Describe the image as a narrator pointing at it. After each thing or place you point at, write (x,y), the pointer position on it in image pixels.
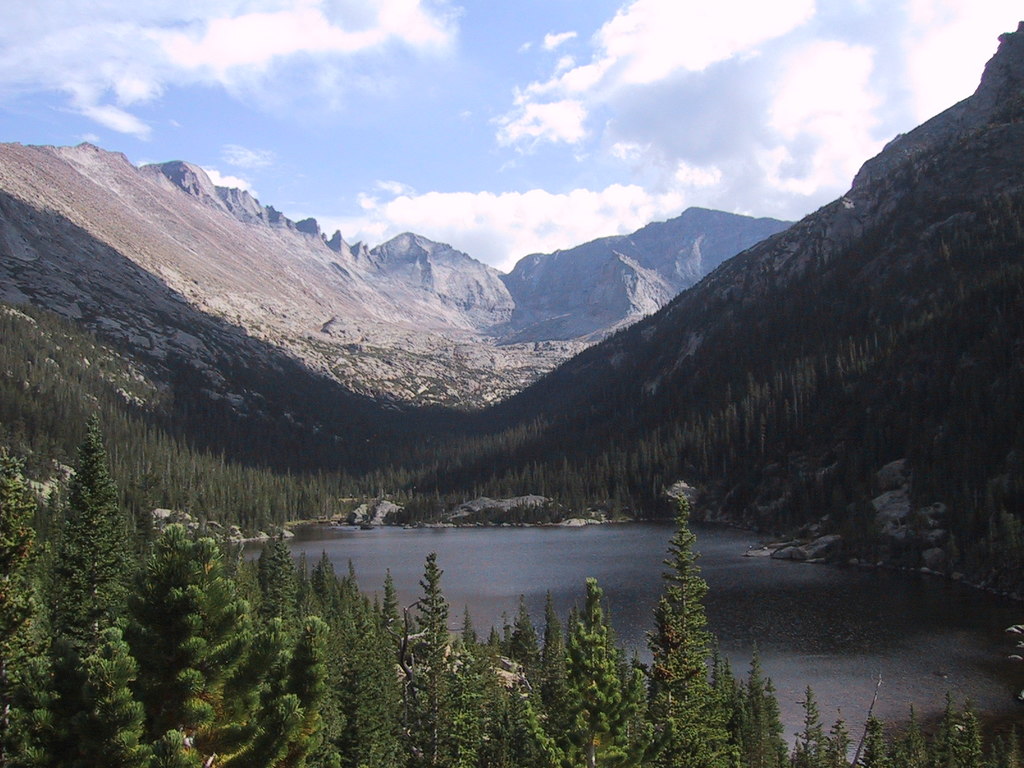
In this picture we can observe a small lake (578,574). There are some plants (270,644) and trees (239,458). In the background (291,424) there are hills (514,309) and a sky (368,88) with clouds (136,51).
